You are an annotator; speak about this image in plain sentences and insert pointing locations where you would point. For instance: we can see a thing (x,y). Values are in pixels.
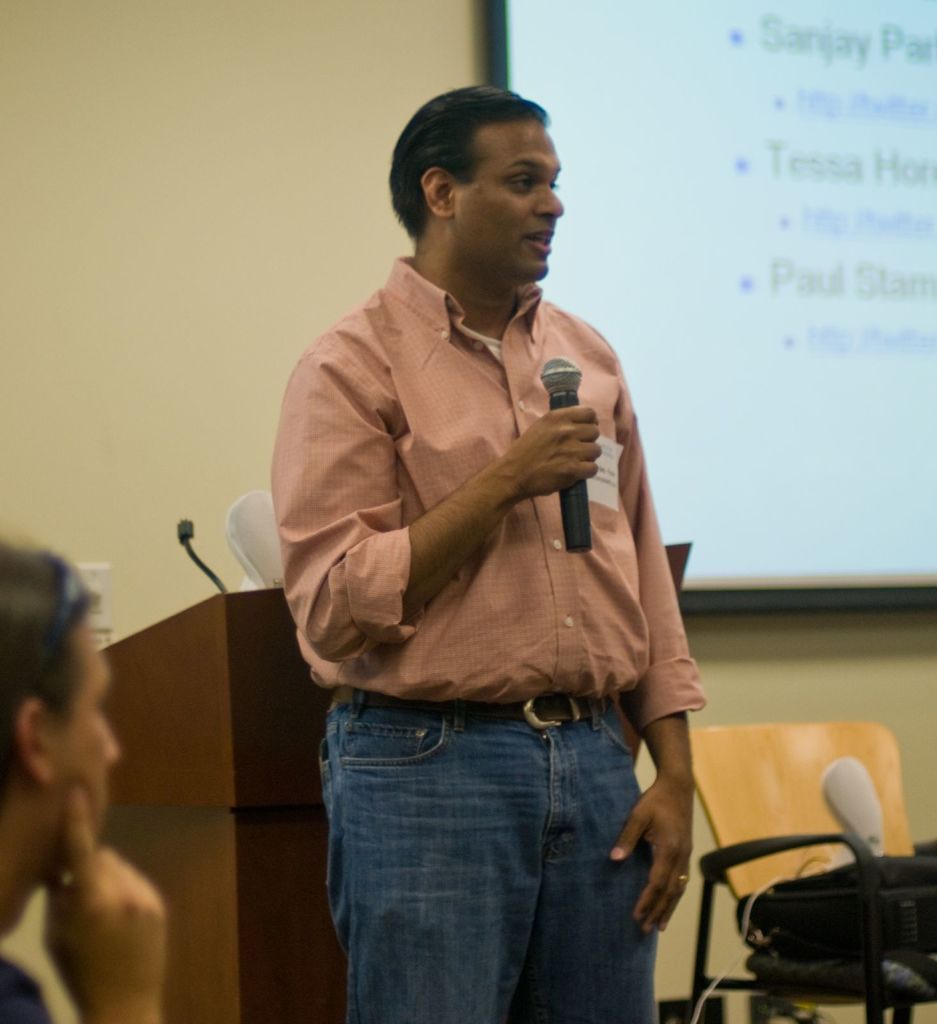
In this image we can see a man (522,528) holding a mic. Behind the man (536,511) there is a podium (268,710), mic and a wall (365,297). On the right side (882,518), we have a projector screen (805,344) with text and few objects (826,886) on the chair (872,892). On the left side (82,815), we can see a person (91,964).
